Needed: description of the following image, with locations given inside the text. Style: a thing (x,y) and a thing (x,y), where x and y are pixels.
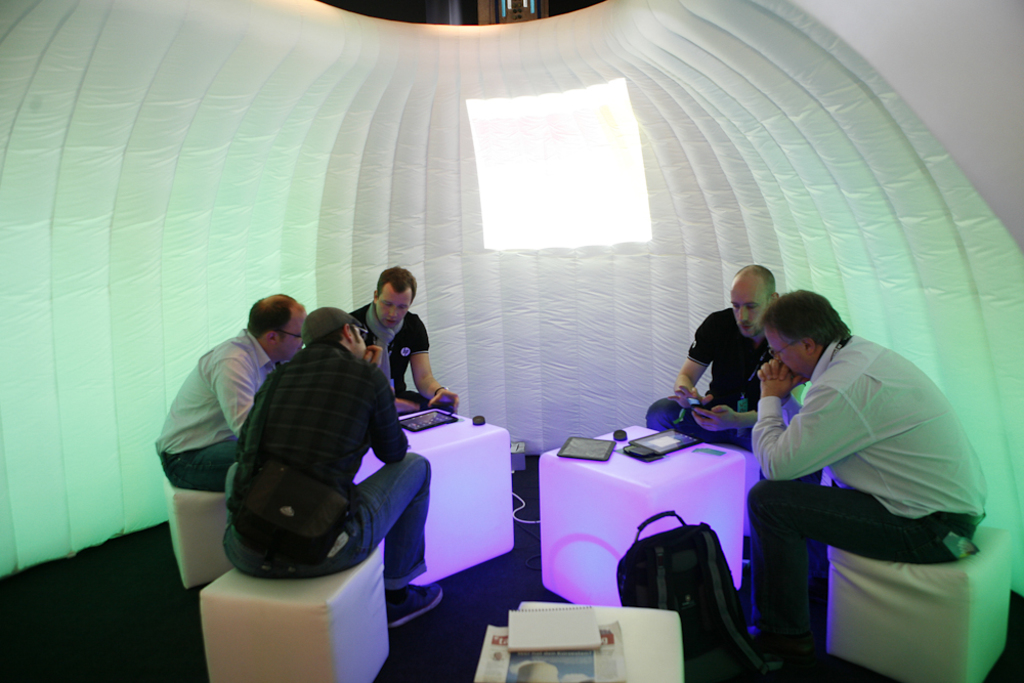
In the image few people (831,315) are sitting on the chair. At the top of the image (351,69) there is a wall (810,46) and light (608,196). Bottom right side of the image (737,636) there is a bag (751,649).
